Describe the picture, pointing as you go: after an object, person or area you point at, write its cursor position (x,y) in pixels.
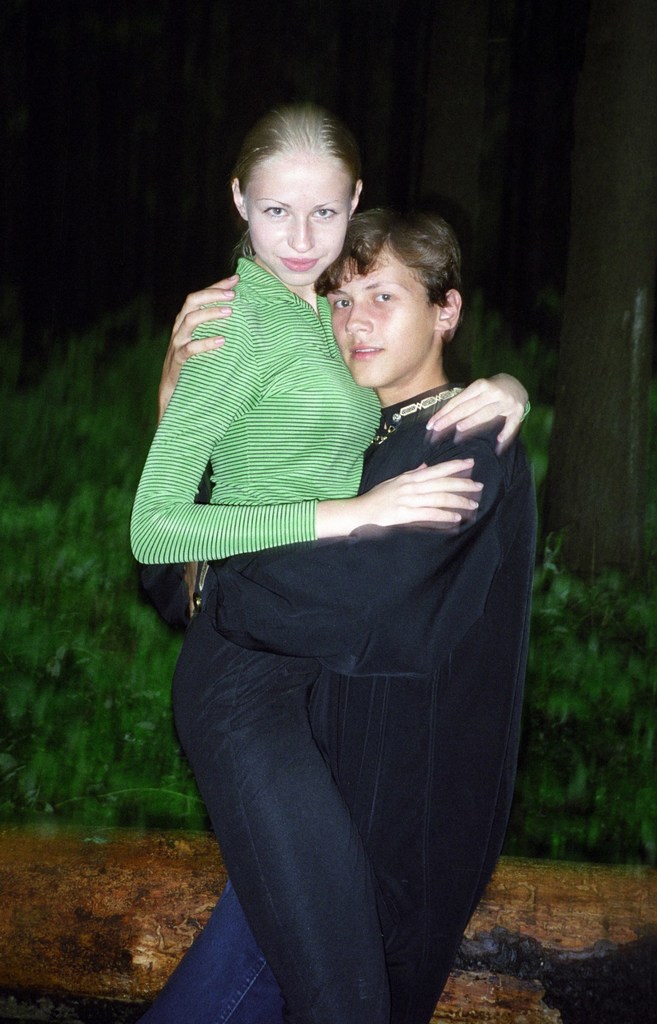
In the picture I can see a man (366,574) and a woman (224,440) are standing. The woman (273,523) is wearing a green color top (248,453) and black color pant (254,825). The background of the image (519,132) is dark.
